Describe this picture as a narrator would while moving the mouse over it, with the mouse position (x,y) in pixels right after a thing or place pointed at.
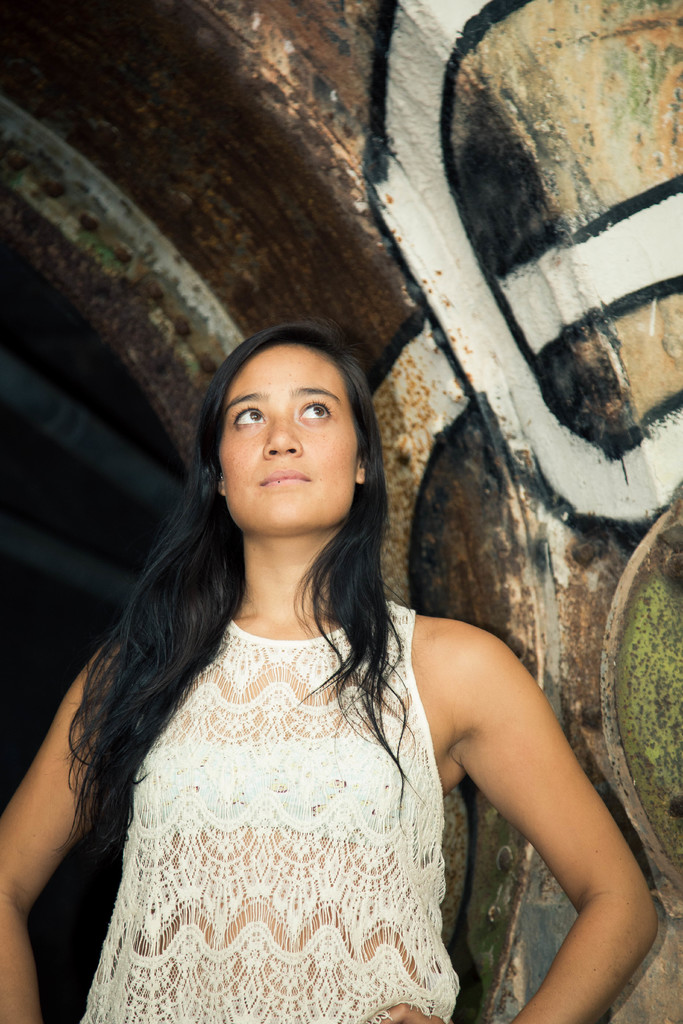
In the foreground of this picture (336,714), there is a woman (336,830) standing and she is looking up. In the background (437,265), there is a wall (409,244) with graffiti painting (475,302) on it.
